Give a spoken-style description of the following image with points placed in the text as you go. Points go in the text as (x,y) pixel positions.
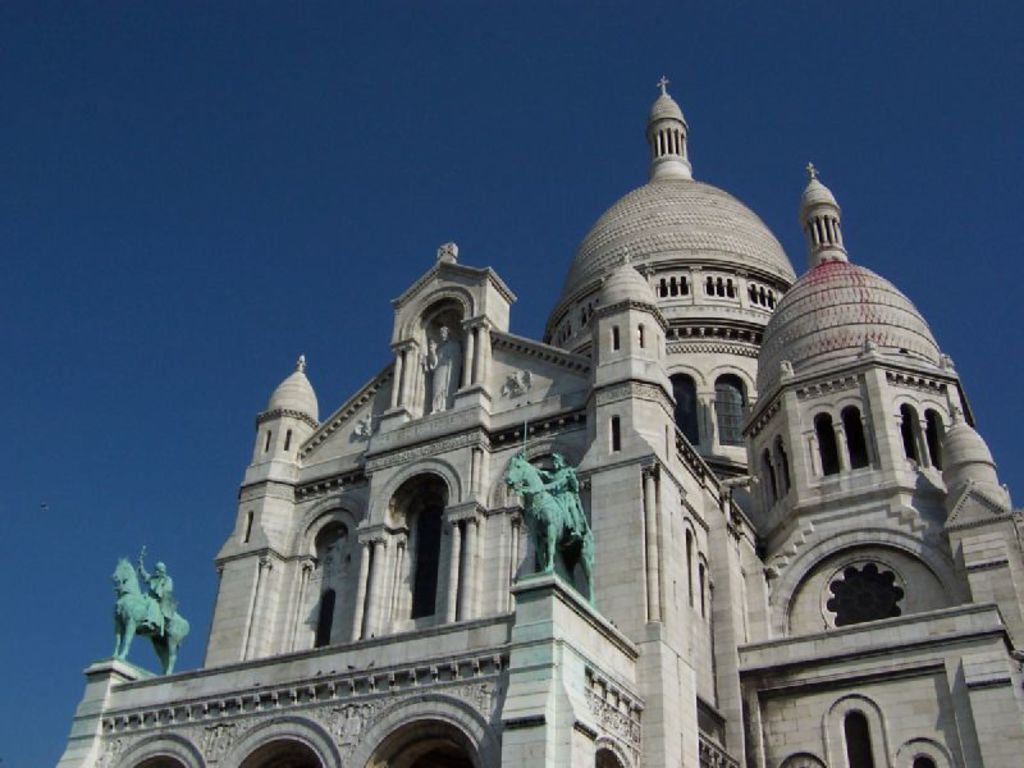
In this image we can see a building (552,626) with arches (342,579) and pillars (474,542). On the building (368,621) there are statues (150,615). In the background (377,182) there is sky (733,131).
